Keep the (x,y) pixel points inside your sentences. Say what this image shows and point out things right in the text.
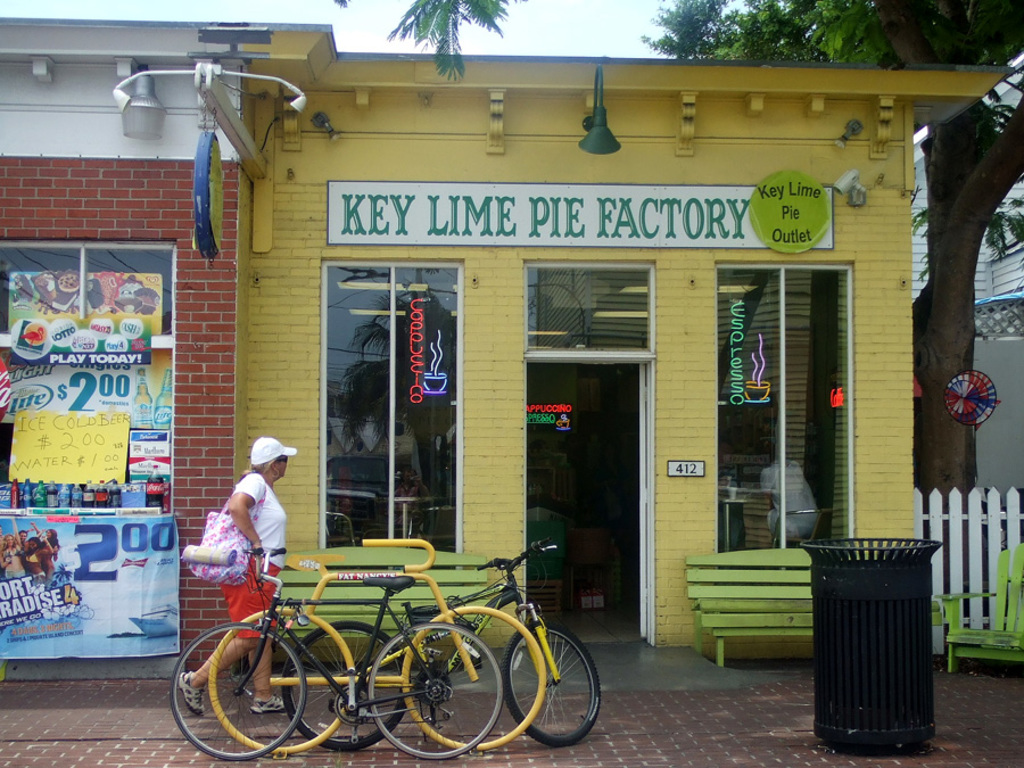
In this image there is a woman (250,503) walking in front of a store (311,480), there are cycles (407,624) parked in front of the store (354,495), and there are two benches (742,574) on the either side of the entrance (618,598) and there is a trash can (814,602) on the surface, beside the store (606,400) there is a tree (950,305).
